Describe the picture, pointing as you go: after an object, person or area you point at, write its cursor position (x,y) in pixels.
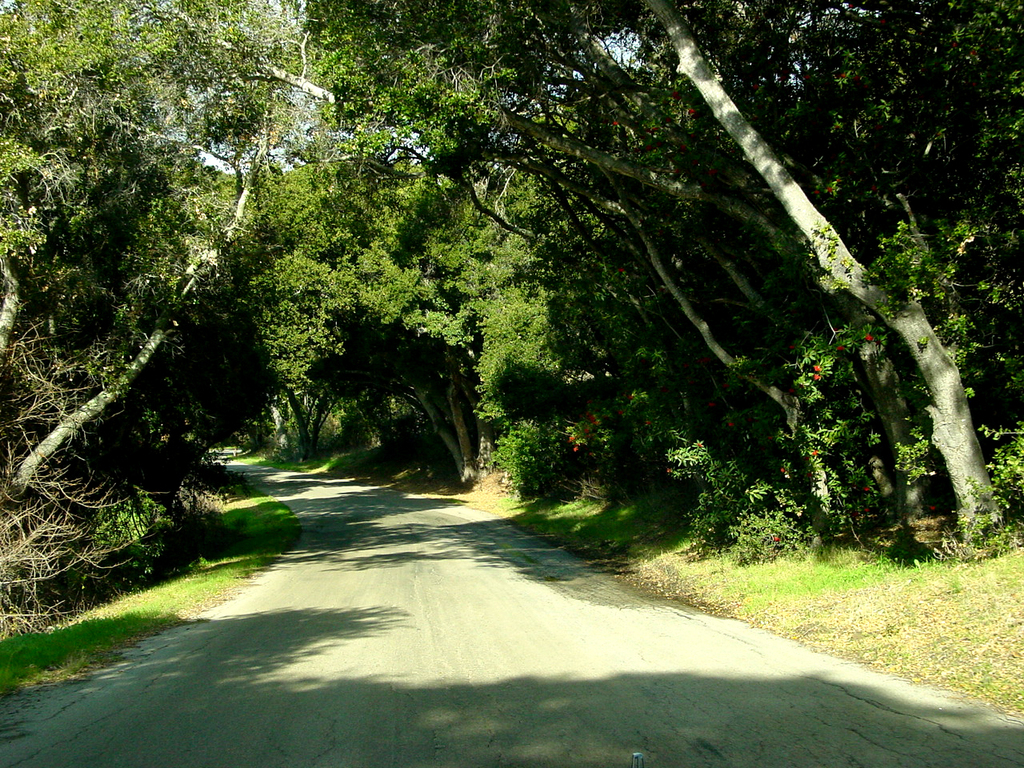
In this picture we can see a road (236,625) and aside to this road (379,611) we can see trees (421,359) and grass (611,545).
